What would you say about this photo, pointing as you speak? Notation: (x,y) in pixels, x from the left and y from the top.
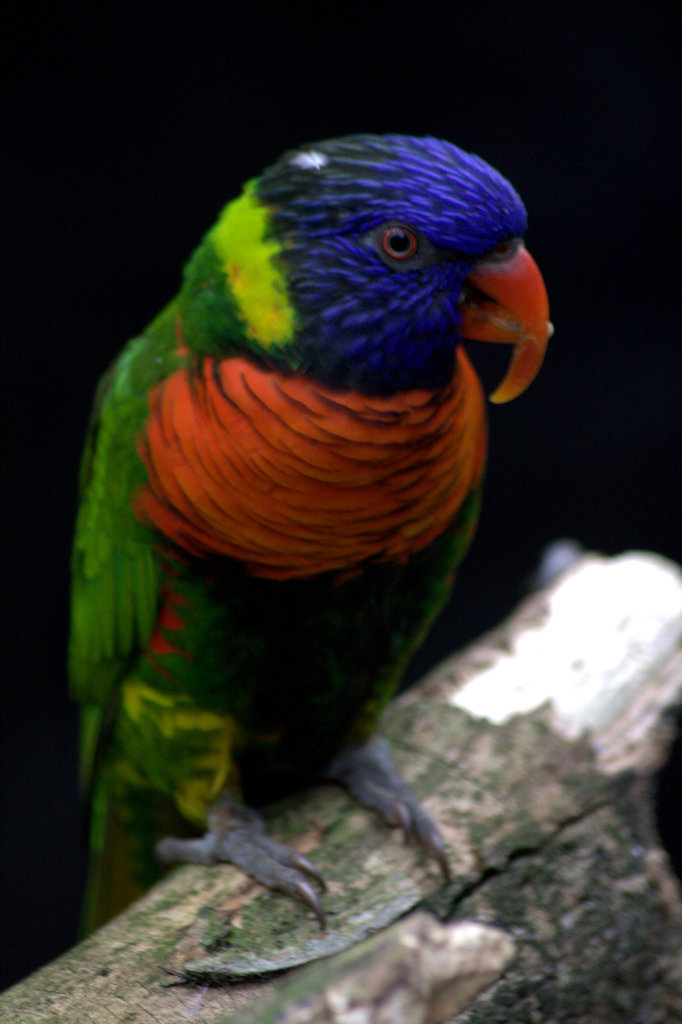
In this image I can see a bird (282,454) which is orange, blue, black, green and red in color is standing on the wooden log (376,839) which is brown and green in color and I can see the black colored background (92,225).
